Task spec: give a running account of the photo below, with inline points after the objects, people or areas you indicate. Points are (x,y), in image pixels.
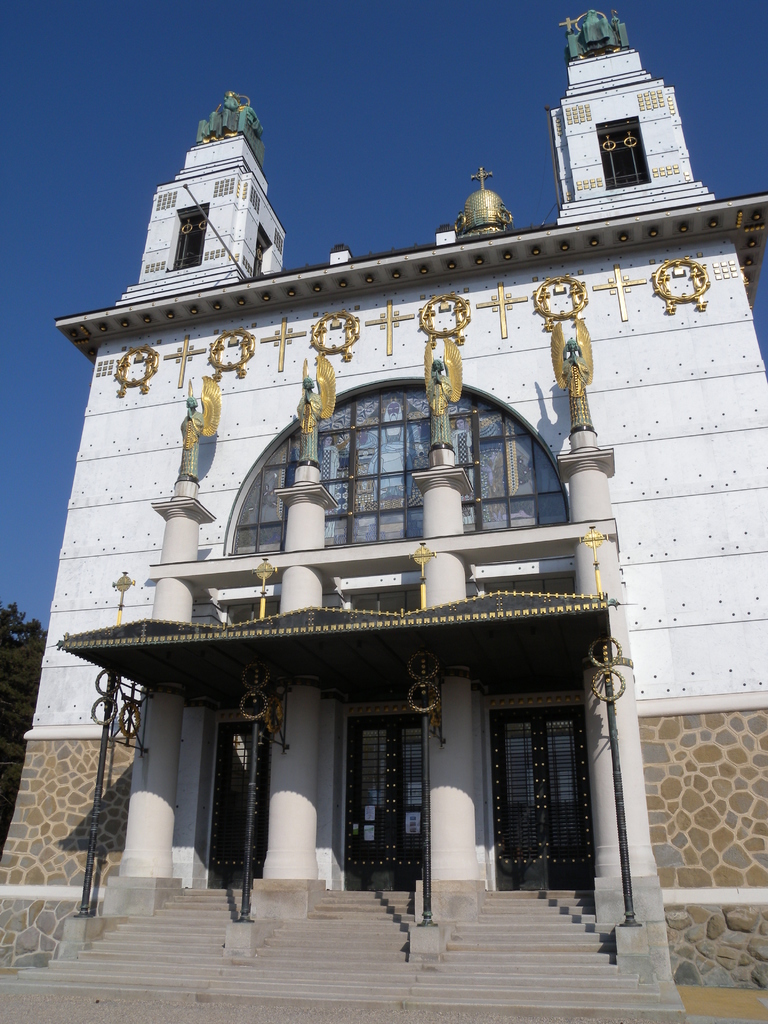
In this image in the center (392,609) there is a building (715,643) and in front of the building (732,653) there is a tent (361,660), there are poles (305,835). On the left side of the building (49,819) there is a tree (36,676).
